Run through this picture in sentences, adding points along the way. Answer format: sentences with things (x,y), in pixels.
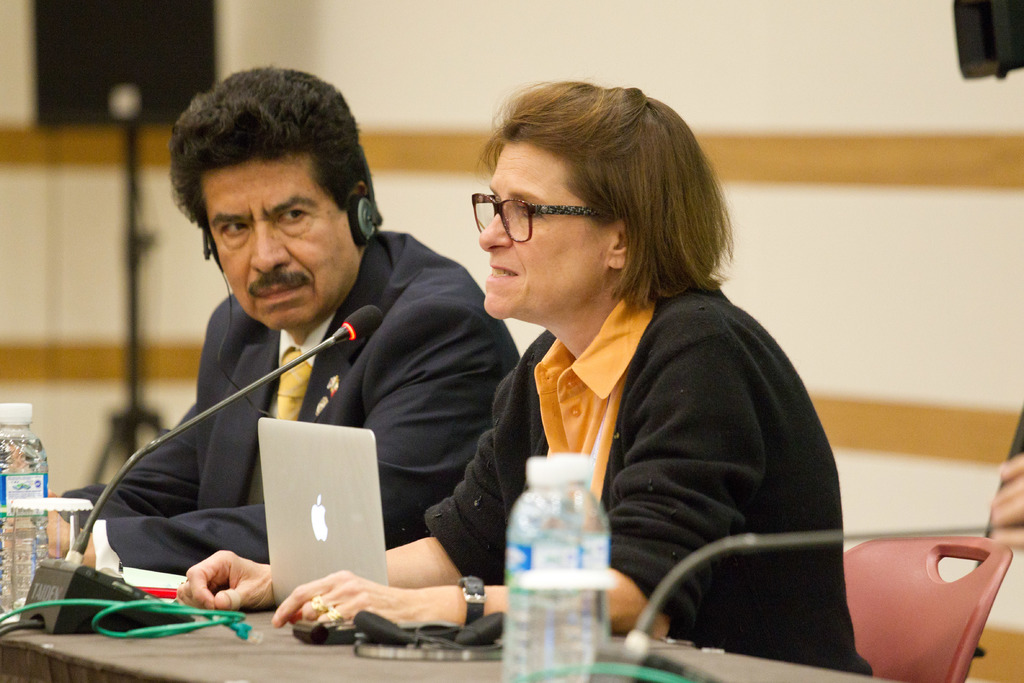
As we can see in the image, there are two persons (457,344) sitting on chairs (885,554). In front of them there is a table (194,653). On table (244,667) there are bottles (531,549), laptops (289,515) and the woman (613,438) is speaking on mike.
